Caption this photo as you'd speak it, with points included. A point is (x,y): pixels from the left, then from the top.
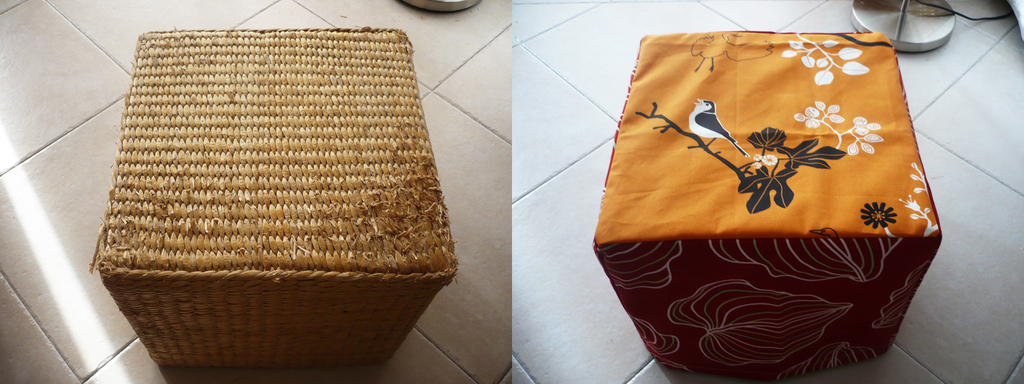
In this picture there is a collage photographs of the two table (373,196) made of wicker (237,251) and fabric (769,256). On the right side (684,78) there is a table (719,241) with yellow cover (784,128) on it. Behind we can see a white flooring tiles (1017,194).
